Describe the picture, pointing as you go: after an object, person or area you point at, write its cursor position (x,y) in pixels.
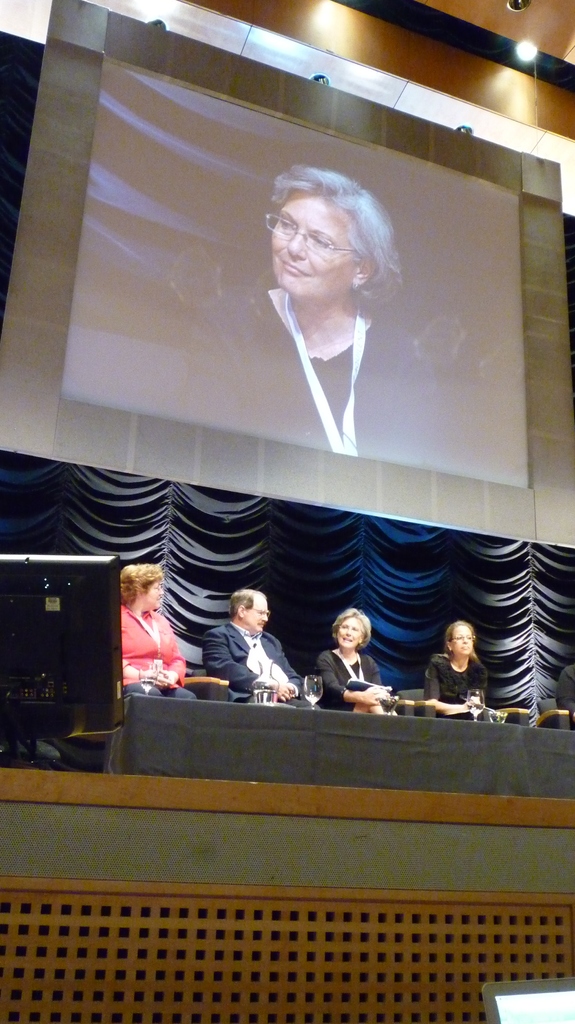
In this image in the center (222,668) there are persons (286,665) sitting and there is an object (70,666) which is black in colour and in front of the persons (214,645) there are glasses (481,705) and there is a table (364,740) which is covered with a black colour cloth (368,748). In the background (437,280) there is a screen (283,409) with a display (305,311) of the person (305,337) and there is a curtain (294,525) which is black in colour and at the top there are lights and in the front (536,1016) at the bottom right of the image (531,1009) there is a screen (549,1001) which is visible.
